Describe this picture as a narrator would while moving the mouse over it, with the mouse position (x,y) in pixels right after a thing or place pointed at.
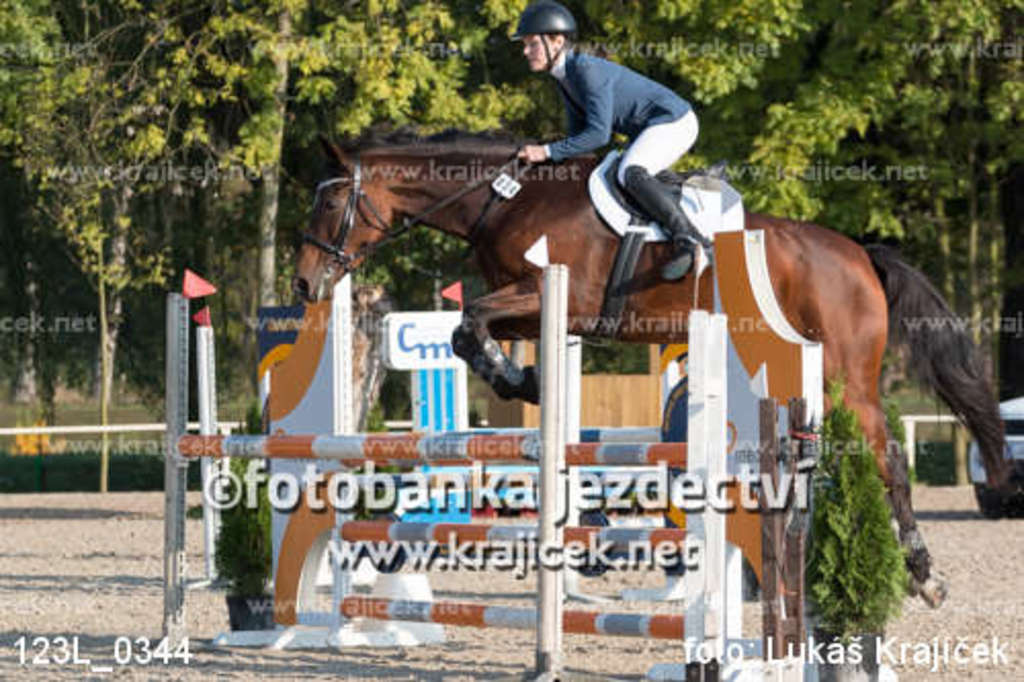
In this Image I see a person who is on the horse (862,413) and there are plants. In the background (17,365) I see the trees (110,29).
